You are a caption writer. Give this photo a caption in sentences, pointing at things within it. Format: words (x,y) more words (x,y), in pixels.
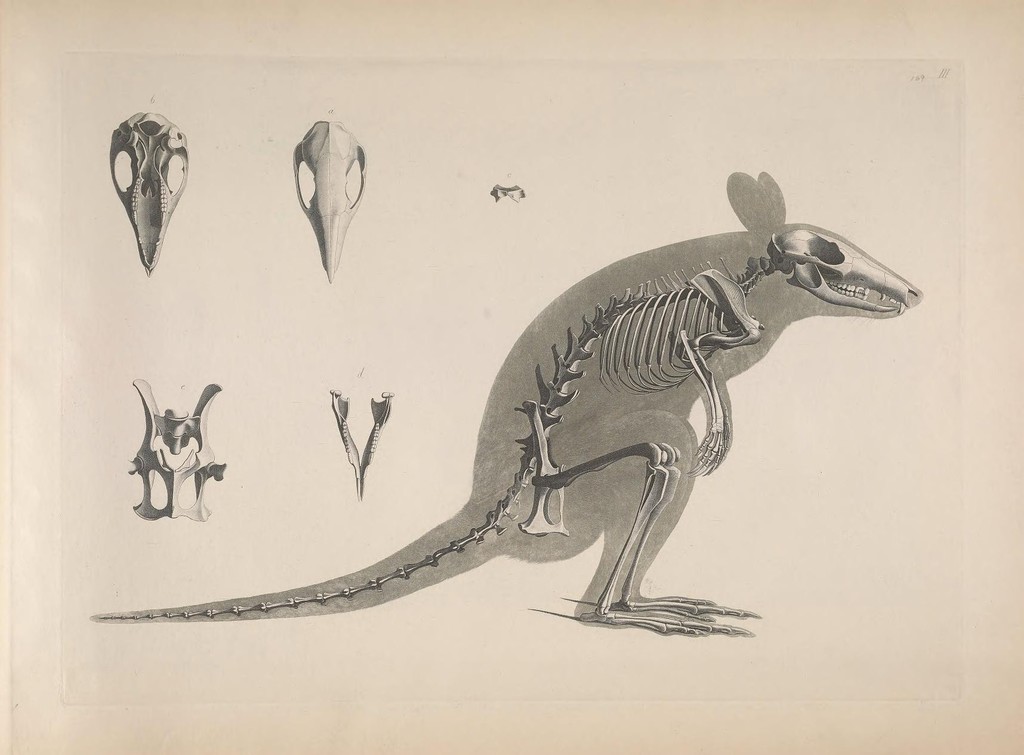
This is a picture of a drawing (626,400) on a white paper (421,122). In this picture we can see an animal (688,372) and few parts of it.
